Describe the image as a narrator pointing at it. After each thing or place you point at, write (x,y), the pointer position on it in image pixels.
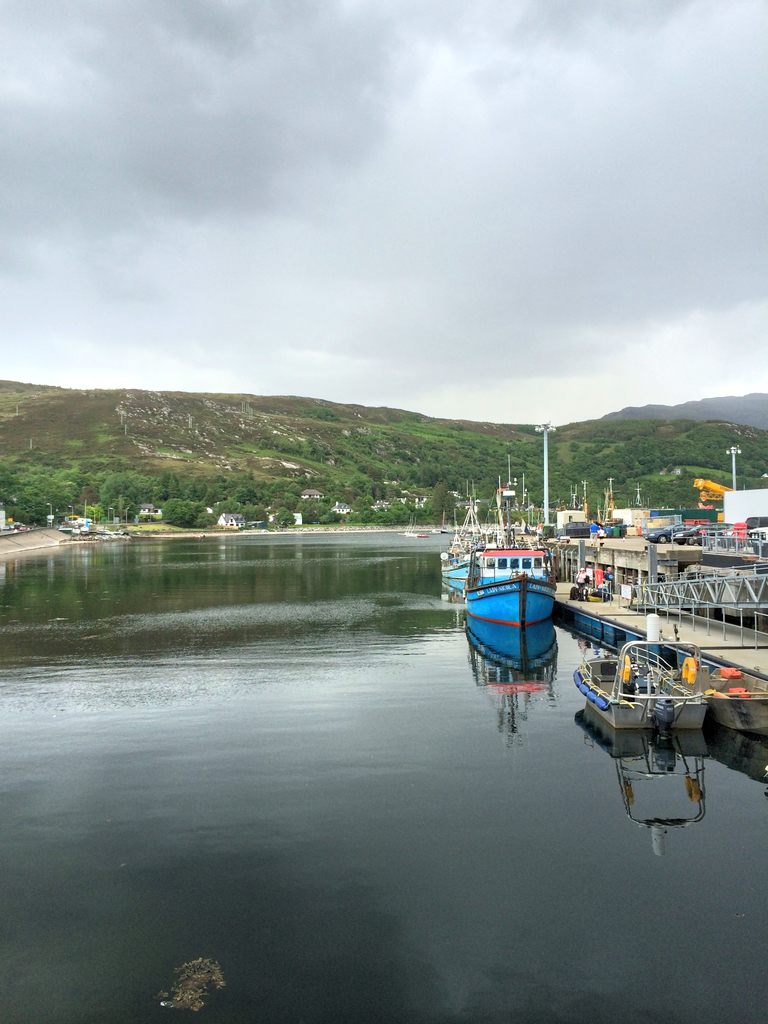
In this picture I can see boats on the water (225,708), there are poles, lights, houses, trees (355,490), there are hills (506,442), and in the background (512,265) there is sky (307,249).
